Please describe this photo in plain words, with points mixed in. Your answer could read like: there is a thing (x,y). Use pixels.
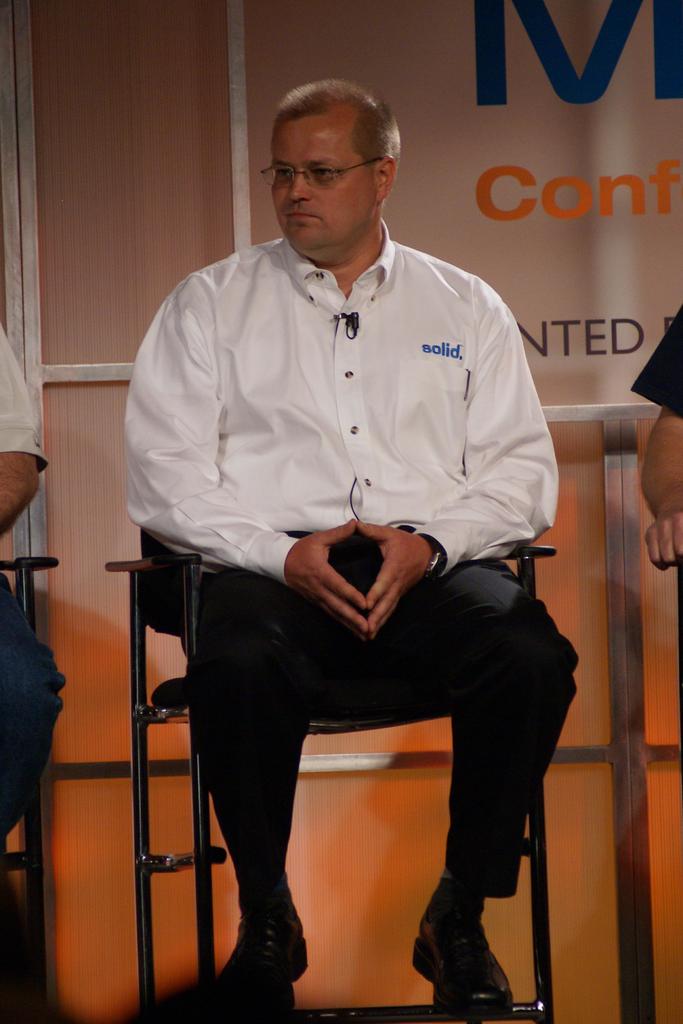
In this picture there are three persons (468,397) sitting on the chairs (538,959). At the back (607,49) there is a text (610,41) on the board (521,223) and there is a wall (84,733).
